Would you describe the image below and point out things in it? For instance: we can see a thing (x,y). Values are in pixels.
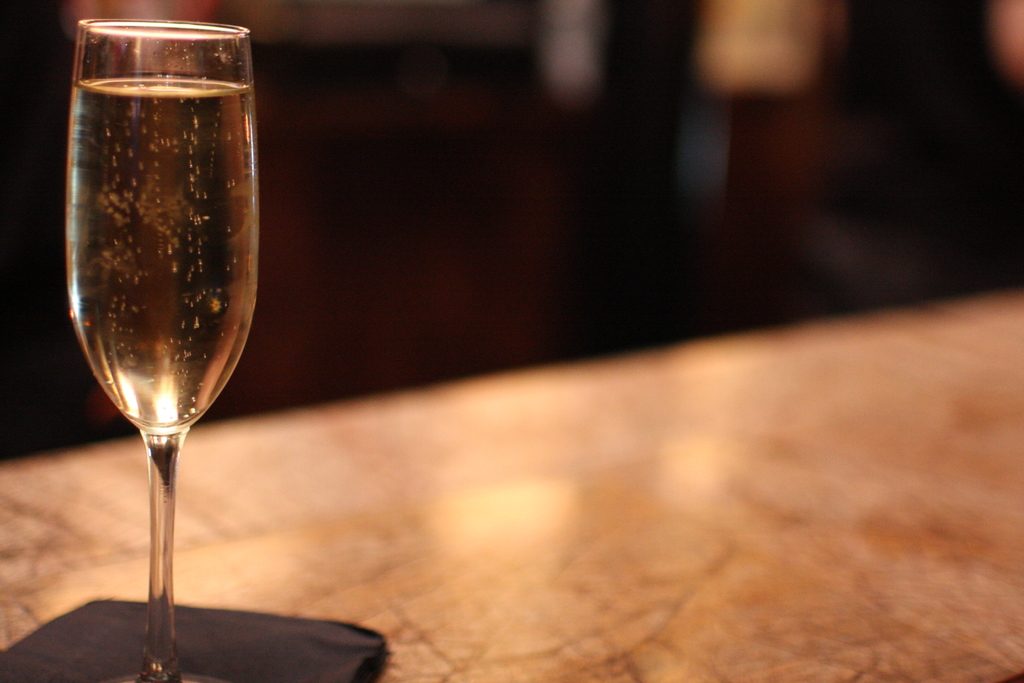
In this image I can see on the left side (83,179) there is the wine glass (112,369).
